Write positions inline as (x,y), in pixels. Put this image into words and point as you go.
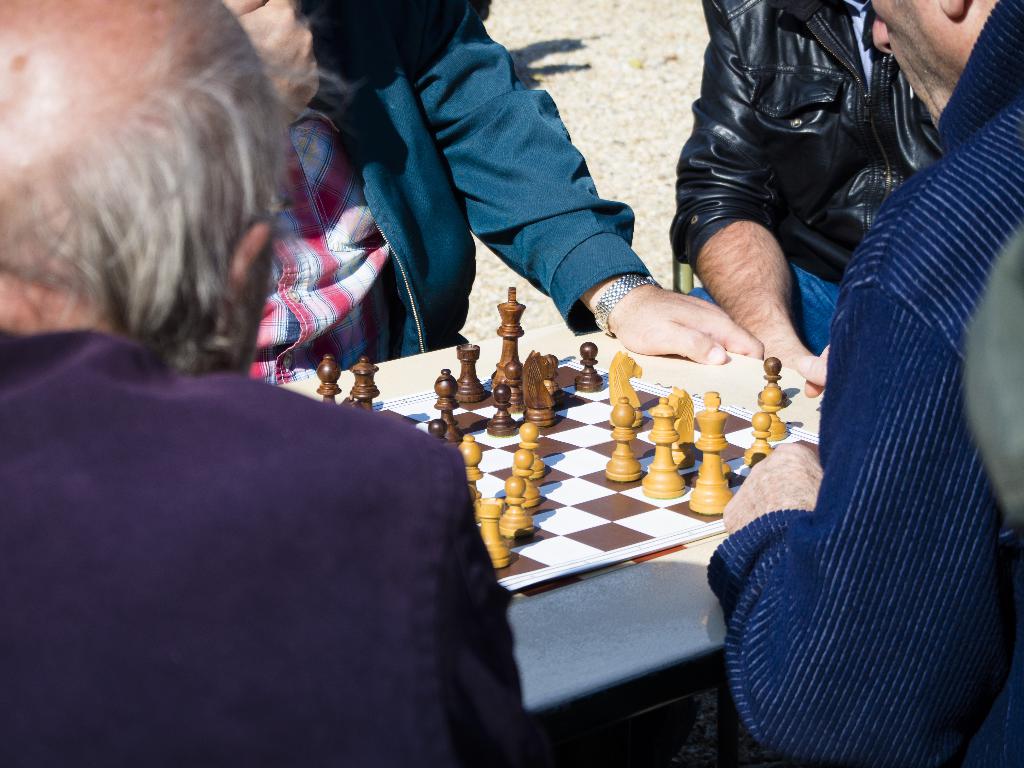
In this image there are group of people (846,673) playing chess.
